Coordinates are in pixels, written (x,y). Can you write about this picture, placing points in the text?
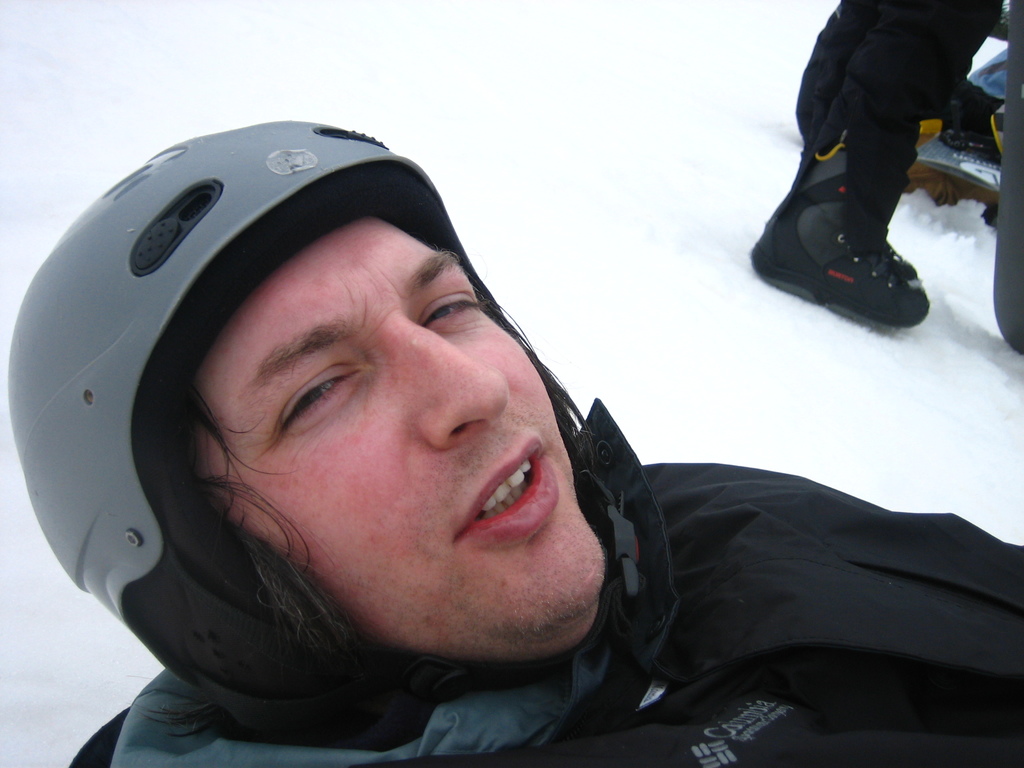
In the image there is a man (381,422) laying on snow (626,221), he wore grey color helmet (129,249). on the right side (913,93) there is another man (816,223) stood, he wore boots (841,243).
